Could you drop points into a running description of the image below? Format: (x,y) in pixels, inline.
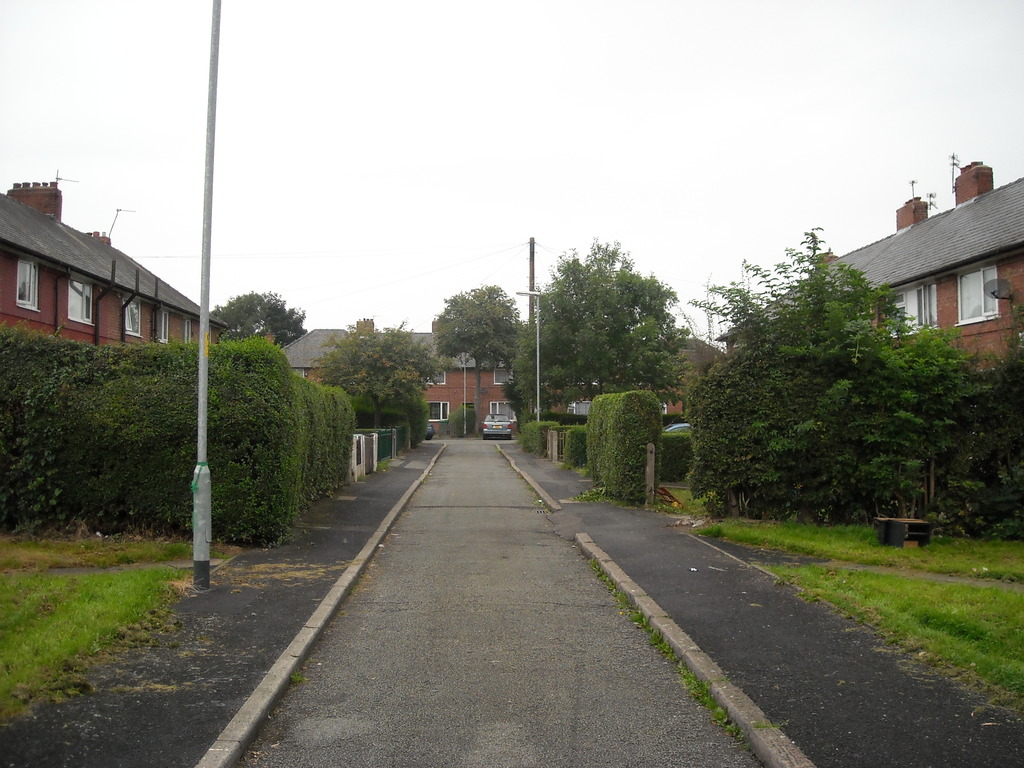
In the foreground (434,516), I can see grass (969,601), poles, plants (288,488), trees (619,331), fence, buildings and a vehicle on the road (493,492). In the background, I can see the sky (504,171). This image is taken, maybe in a day.
